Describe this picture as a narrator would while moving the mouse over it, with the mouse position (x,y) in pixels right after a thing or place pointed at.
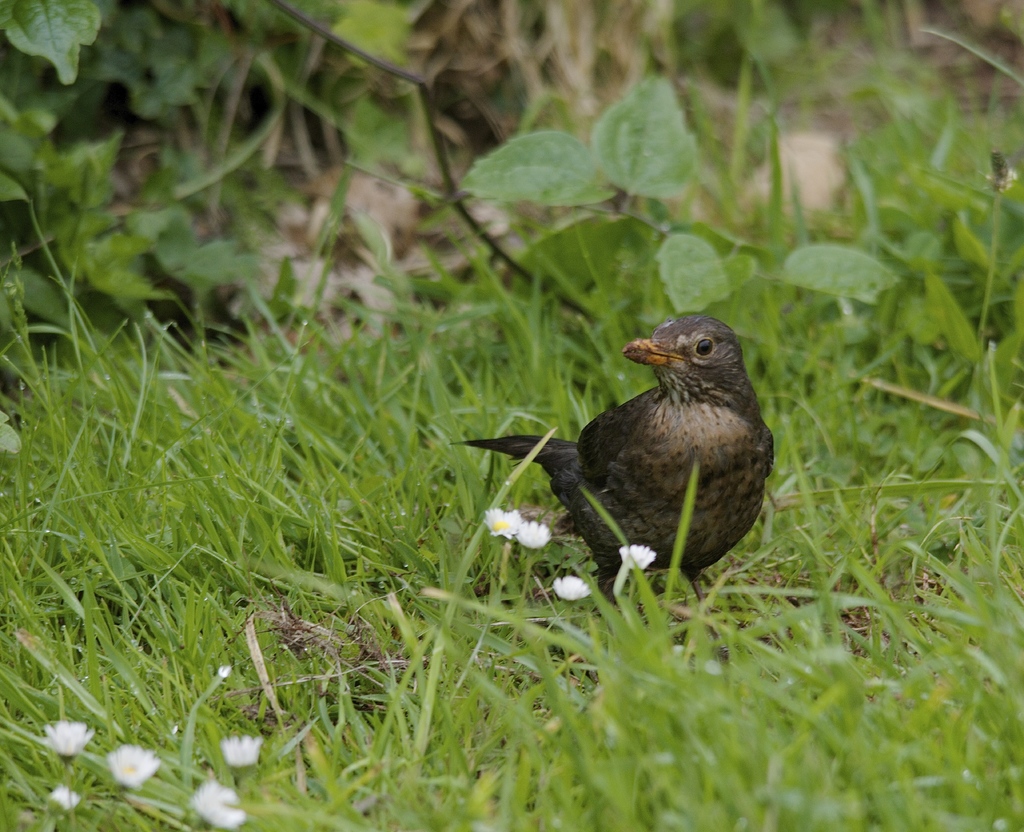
In this image we can see a bird (695,545) standing on the grass (341,632).
